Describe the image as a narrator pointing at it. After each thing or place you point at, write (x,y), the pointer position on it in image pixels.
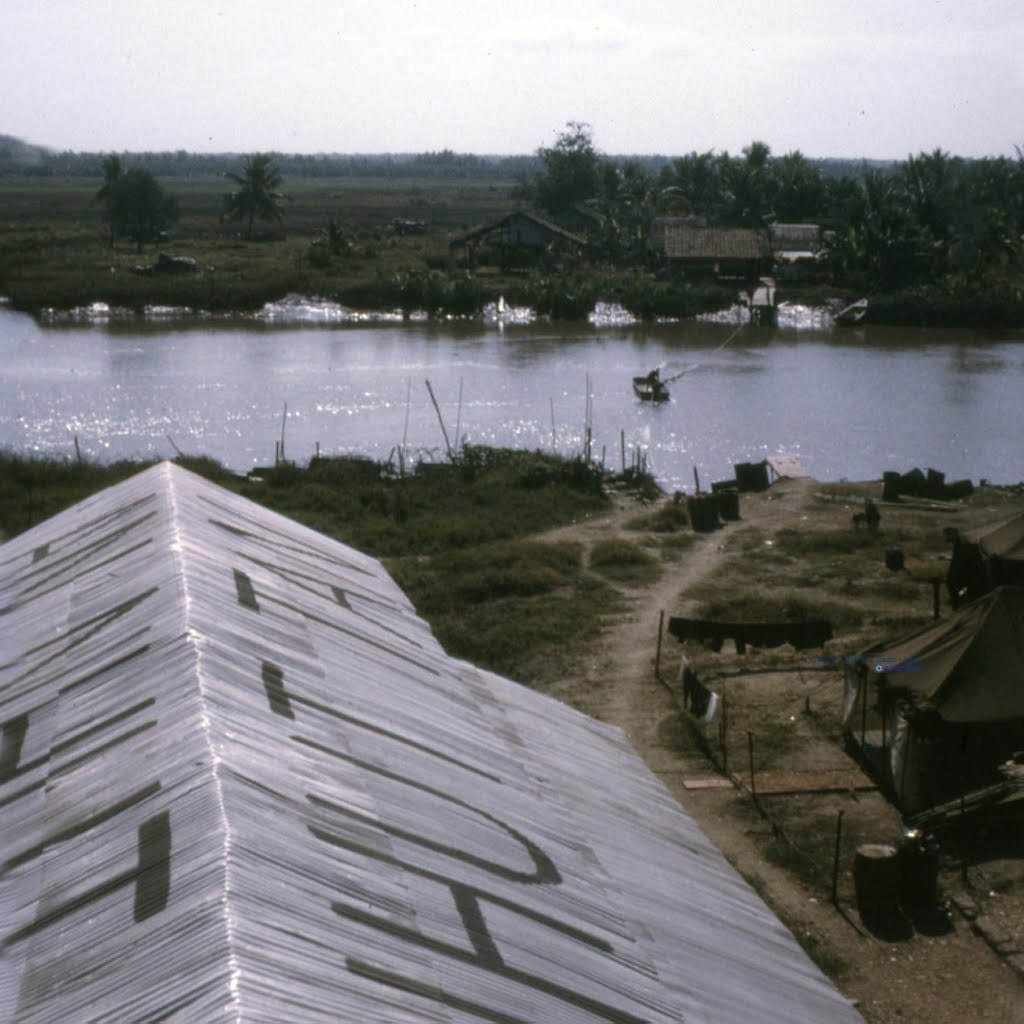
We can see roof top (593,826), tent (928,766) and clothes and we can see grass (457,501). In the background (551,378) we can see water (391,387), trees (654,192), houses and sky (406,125).
